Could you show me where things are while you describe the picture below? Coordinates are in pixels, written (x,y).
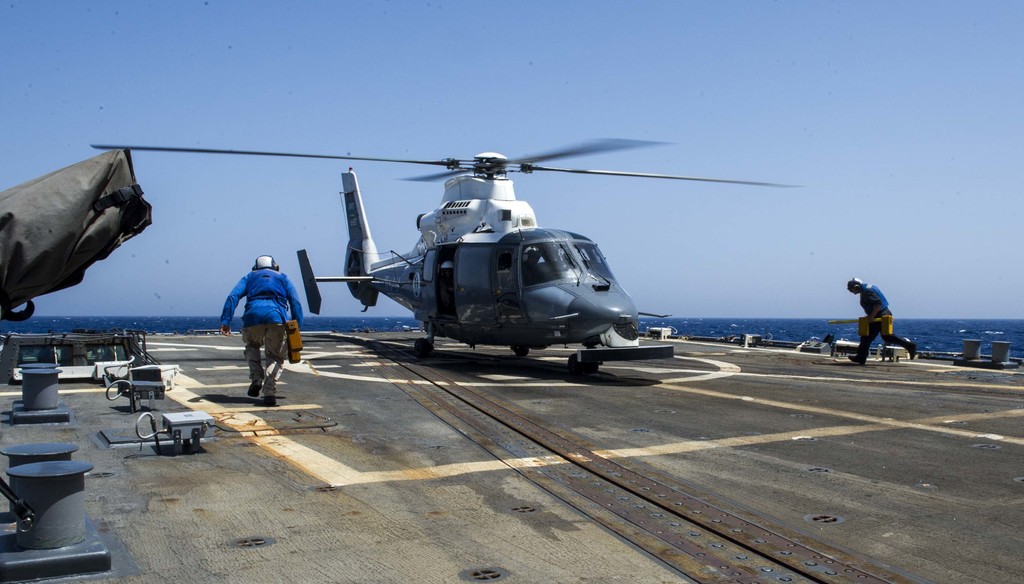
In this image there is the sky (757,110), there is a helicopter (499,224) on the ground (512,458), there are two persons (260,282) running, there is a person (261,324) carrying the chocks (301,346), there are objects (131,399) on the ground (197,388), there is an object (69,269) truncated towards the left of the image (74,209).
